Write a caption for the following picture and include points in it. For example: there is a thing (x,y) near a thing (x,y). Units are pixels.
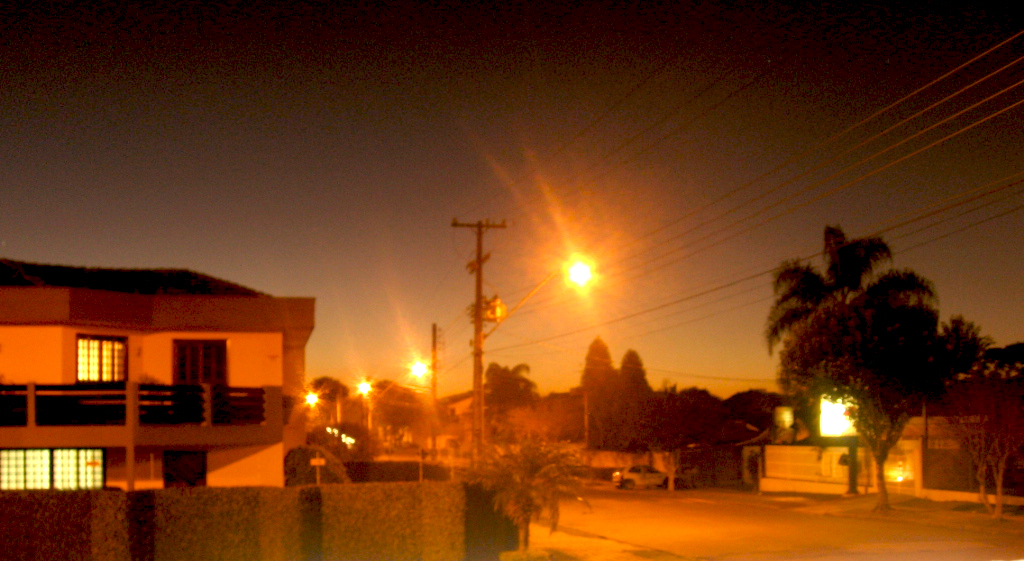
In this image there is a road (693,513). Also there are trees (828,369). And there are electric poles (485,309) with wires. There are light poles (426,368). On the left side (151,361) there is a building (113,365) with windows (116,382). And there is a compound wall (324,493). In the background (634,92) there is sky (592,110). Also we can see a vehicle (648,475) in the back (631,485).
